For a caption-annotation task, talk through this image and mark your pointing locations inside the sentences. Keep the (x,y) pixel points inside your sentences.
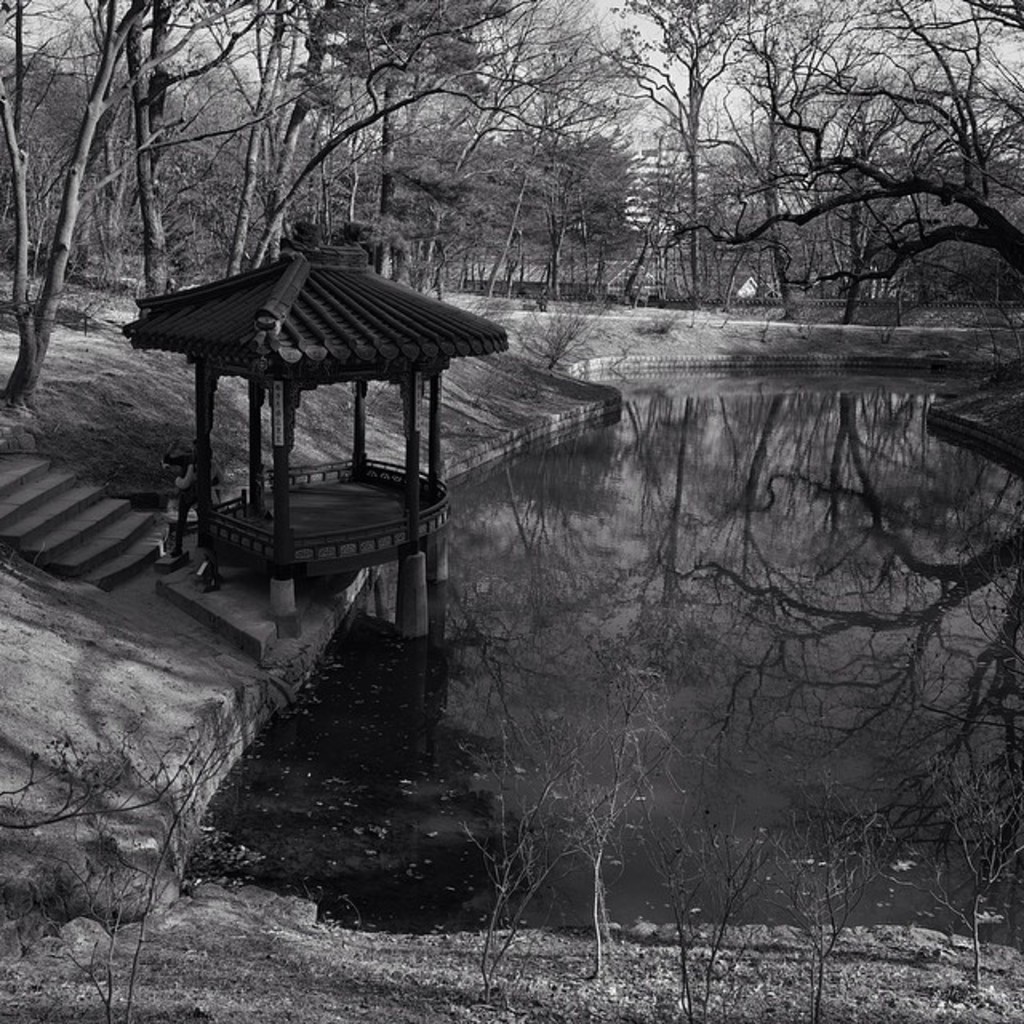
In this picture we can see water (547,582), shed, steps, trees (1008,118) and we can see sky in the background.
